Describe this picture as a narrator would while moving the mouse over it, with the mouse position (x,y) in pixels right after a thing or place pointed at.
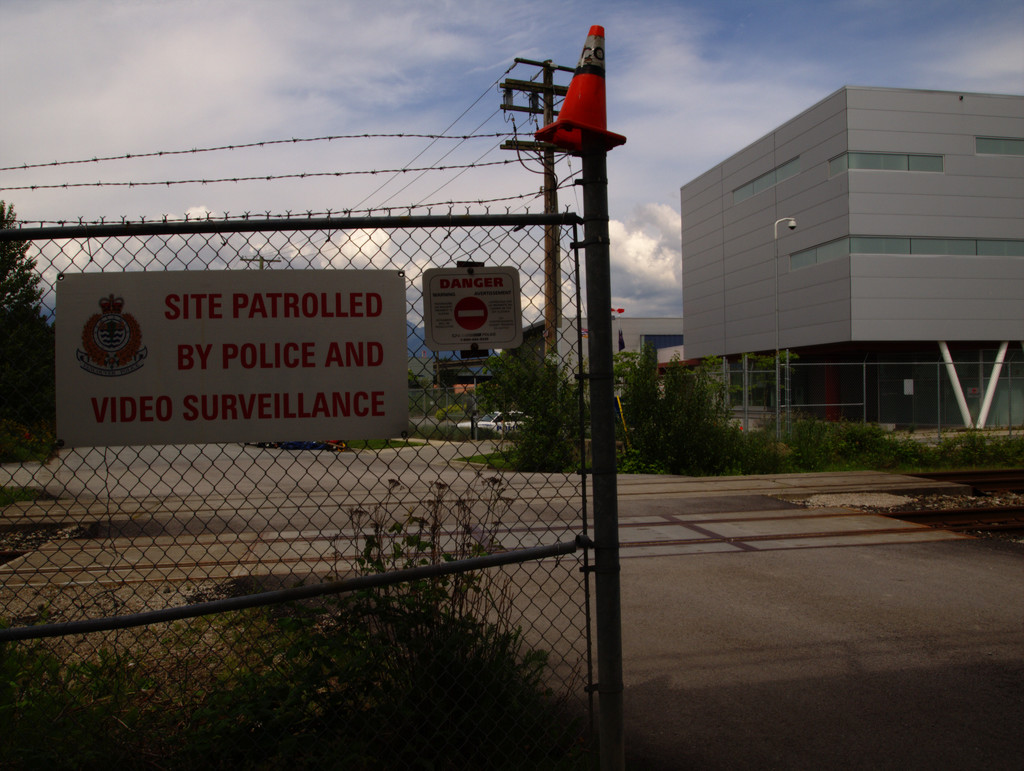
In the image we can see the mesh (443,420), poster (295,380) and text (250,394) on the poster (239,354). Here we can see the buildings (868,311), plants (702,430) and the road (833,552). Here we can see electric poles (512,85), electric wires (500,113) and the sky (127,40).
